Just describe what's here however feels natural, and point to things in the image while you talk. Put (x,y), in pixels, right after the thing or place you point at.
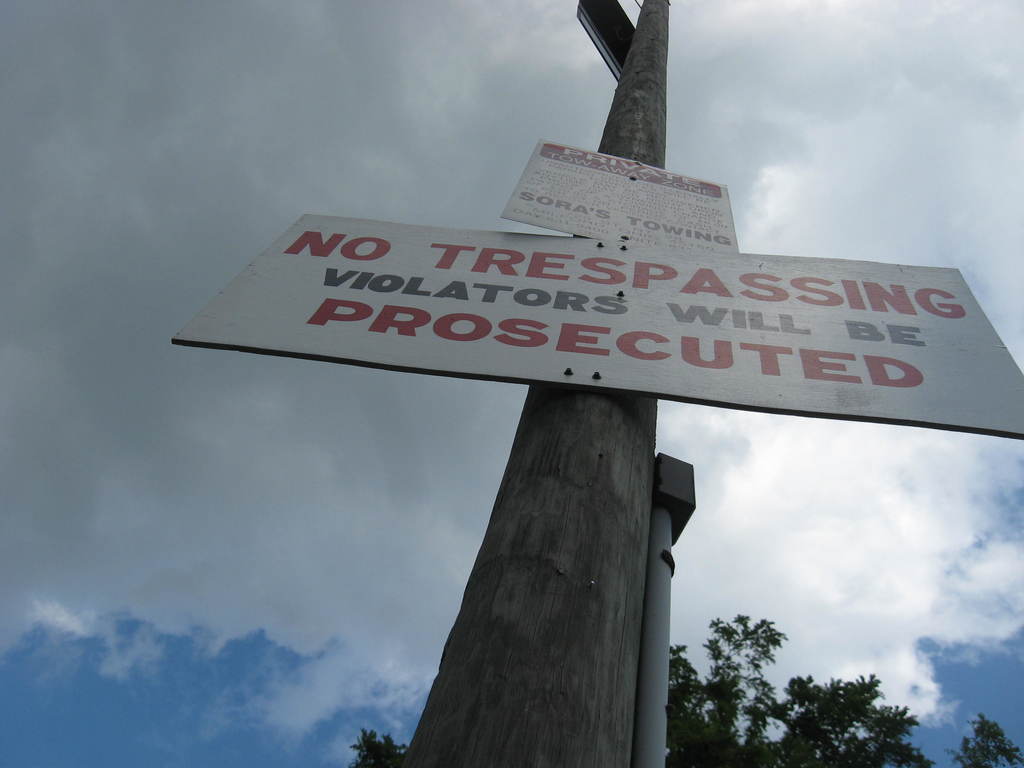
In the center of the image (677,327) we can see the boards (718,227) to a pole (588,721) and also we can see a pipe (659,617). At the bottom of the image (764,702) we can see a tree (832,714). In the background of the image (813,617) we can see the clouds (372,486) are present in the sky (172,557).
